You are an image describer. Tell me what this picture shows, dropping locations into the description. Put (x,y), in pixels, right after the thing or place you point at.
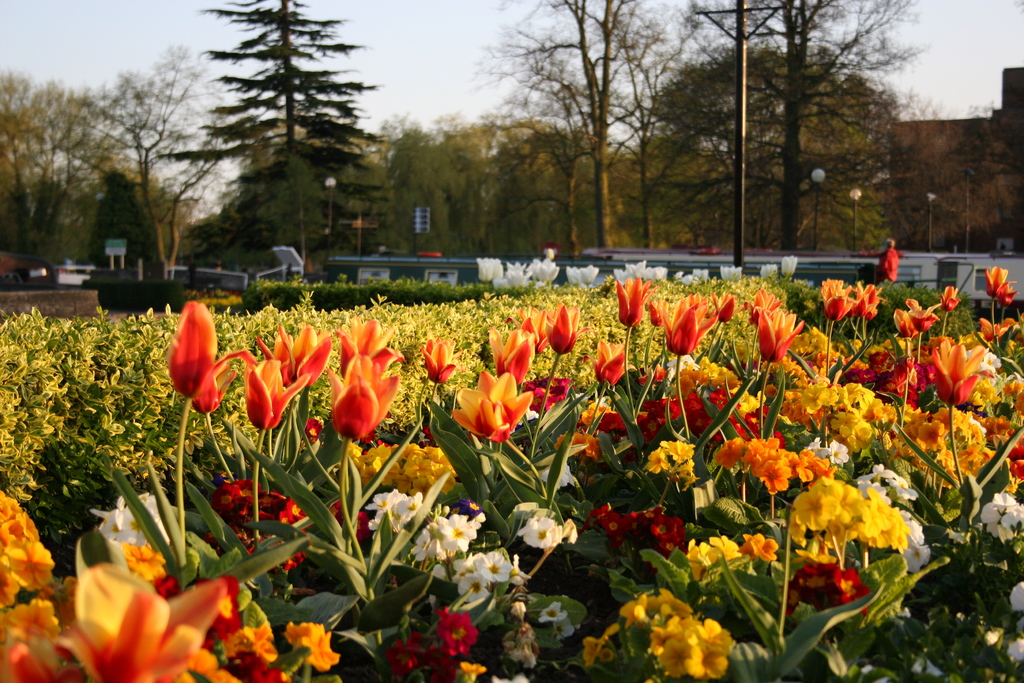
In this image, we can see plants (536,323), flowers (67,634), stems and leaves (297,582). Background (937,214) there are so many trees (771,209), poles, sign boards (123,243), road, wall (992,229). Here we can see a person (888,263). Top of the image (446,63), there is a sky (408,86).
